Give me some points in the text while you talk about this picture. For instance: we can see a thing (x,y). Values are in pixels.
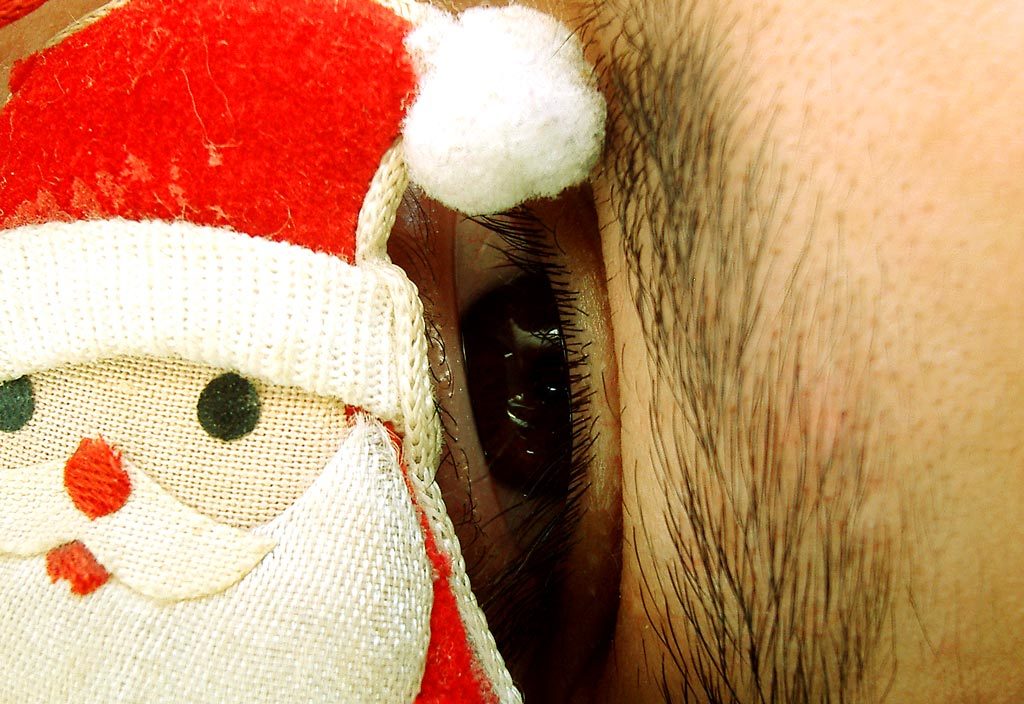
In this image we can see a doll (241,418) and in the background (505,621) there is a person's eye (615,518).
